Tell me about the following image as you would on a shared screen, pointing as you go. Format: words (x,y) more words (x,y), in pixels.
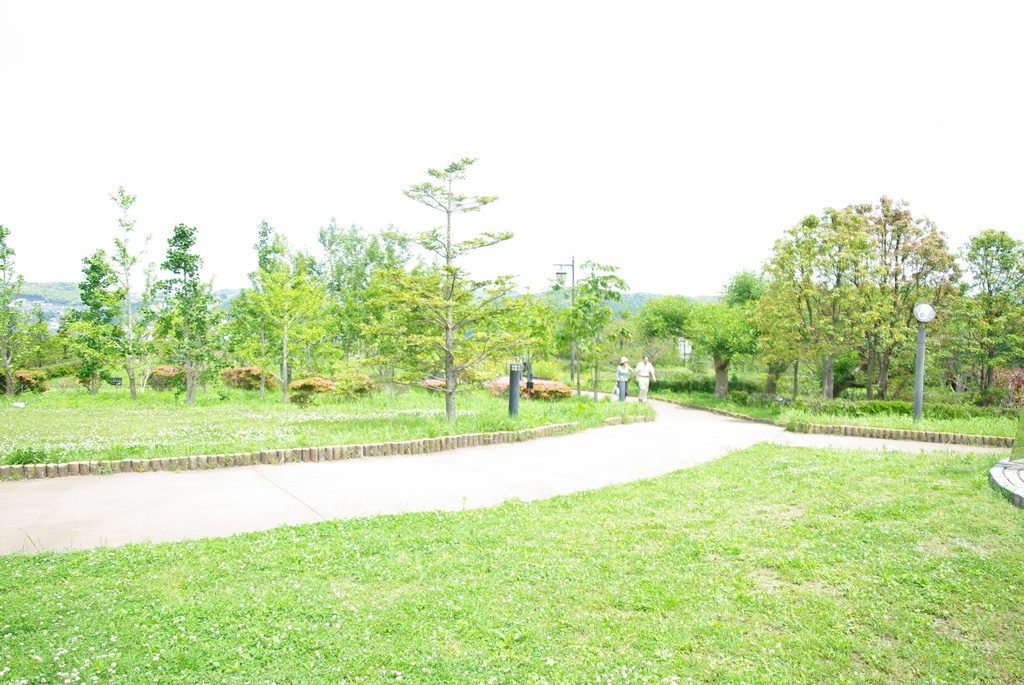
At the bottom of this image (511,591), there is grass (883,524) on the ground (974,566). In the background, there are two persons (647,378) walking on a road (621,453). On both sides of this road (707,415), there are trees (726,319), plants (662,373) and grass (220,408) on the ground (802,413). In the background (760,332), there are trees (798,321) and there are clouds (645,60) in the sky (296,72).
